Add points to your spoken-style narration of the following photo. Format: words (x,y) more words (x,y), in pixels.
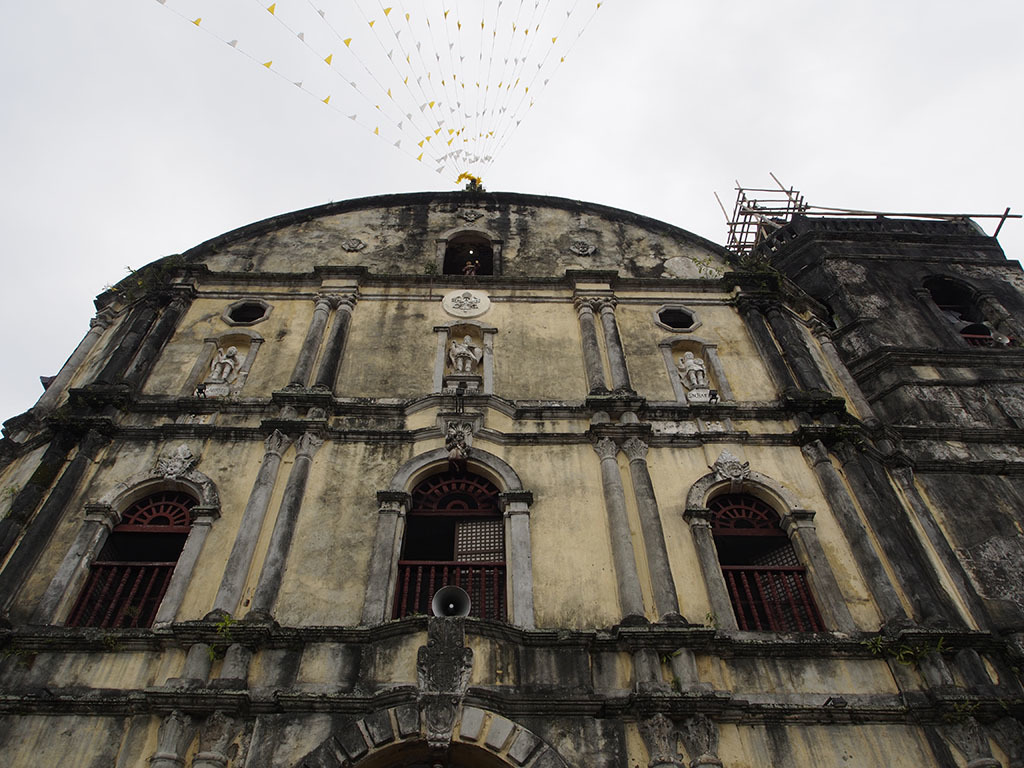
In the picture I can see the building (641,357) and I can see the small decorative flags bunting (444,83) at the top of the picture (433,125). I can see the statues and pillars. I can see a megaphone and a wooden fence (758,574). There are clouds (86,172) in the sky (743,150).
